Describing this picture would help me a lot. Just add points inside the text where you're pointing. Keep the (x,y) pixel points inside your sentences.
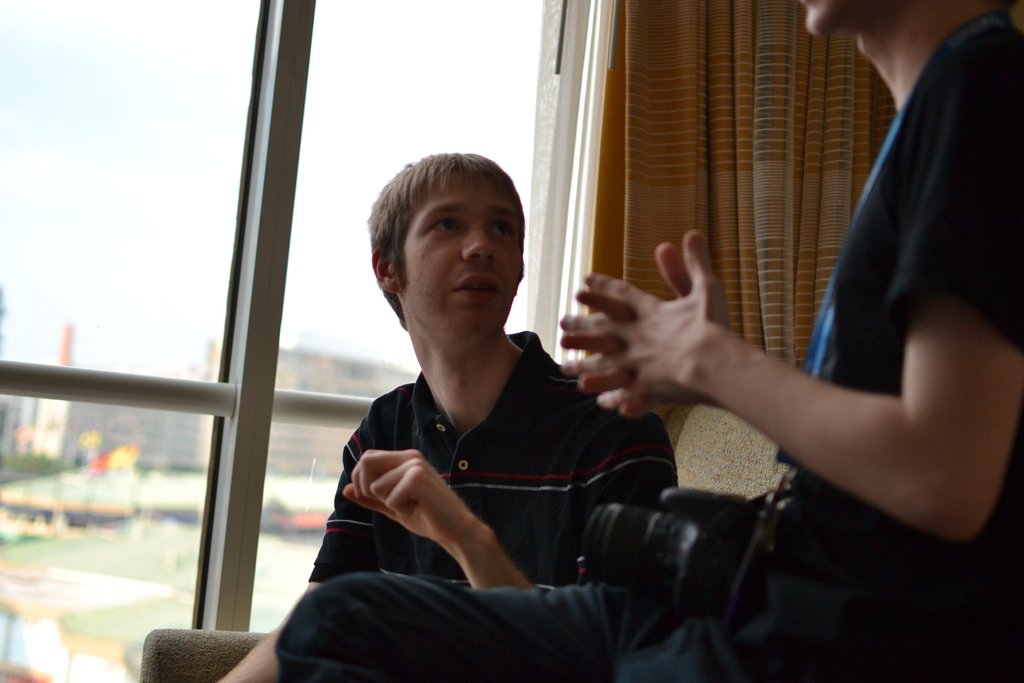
This picture is taken from inside the building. In this image, we can see a person (838,643). In the middle of the image (421,346), we can see a boy (428,364) sitting on the couch (243,652). On the right side (721,226), we can also see a curtain (724,213). In the background (193,215), we can see a glass window (189,307), outside of the glass window (192,227), we can see some buildings (70,452), trees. At the top (91,170), we can see a sky (159,296), at the bottom (107,547), we can see green color.
